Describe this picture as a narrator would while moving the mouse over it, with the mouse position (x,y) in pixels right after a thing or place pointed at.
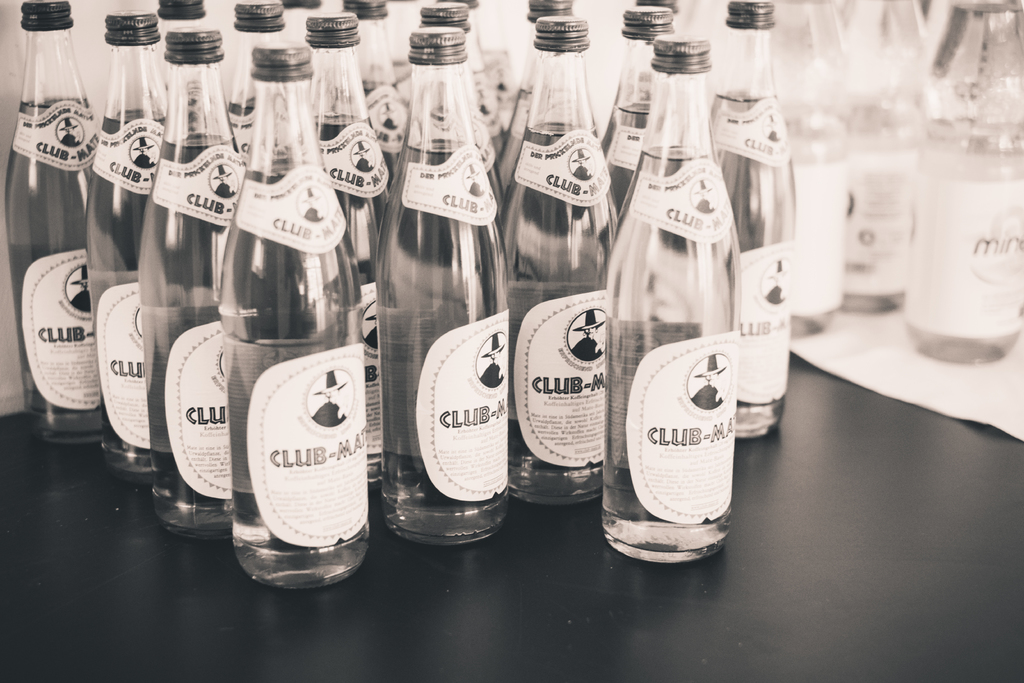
These are the bottles (722,271). There is a sticker (649,442) on this bottle (709,366).
